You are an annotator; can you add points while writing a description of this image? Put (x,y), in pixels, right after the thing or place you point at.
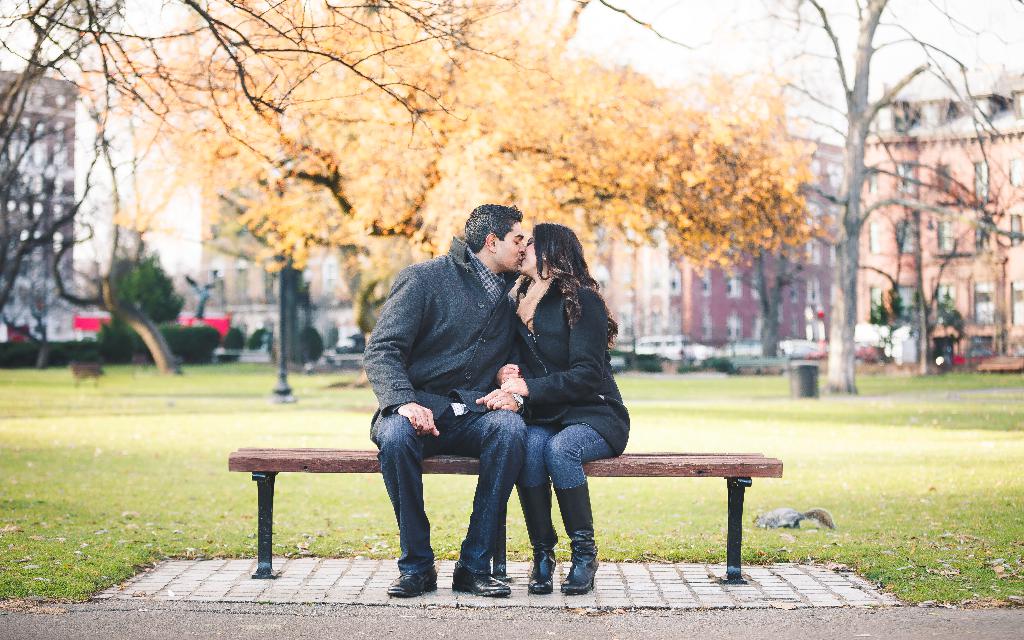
These Two persons (576,410) sitting on the bench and kissing each other. On the background (251,415) we can see grass (197,416), pole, trees (650,170), Buildings (952,161).
